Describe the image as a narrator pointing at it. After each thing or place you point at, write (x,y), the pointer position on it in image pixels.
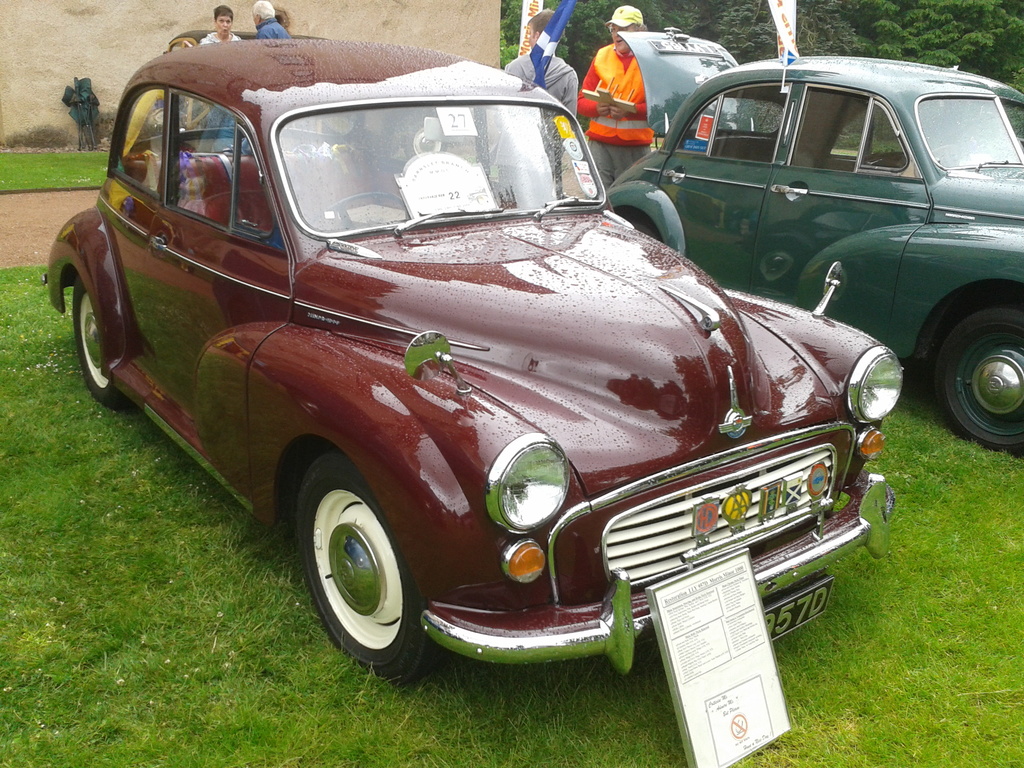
In the picture we can see a grass surface (852,700) on it, we can see two vintage cars (762,582) which are brown and green in color and behind it, we can see some people (277,34) are standing on the path (74,206) and behind them we can see some grass surface (10,185) near the wall (5,63) and beside the wall (96,137) we can see trees (861,42).
